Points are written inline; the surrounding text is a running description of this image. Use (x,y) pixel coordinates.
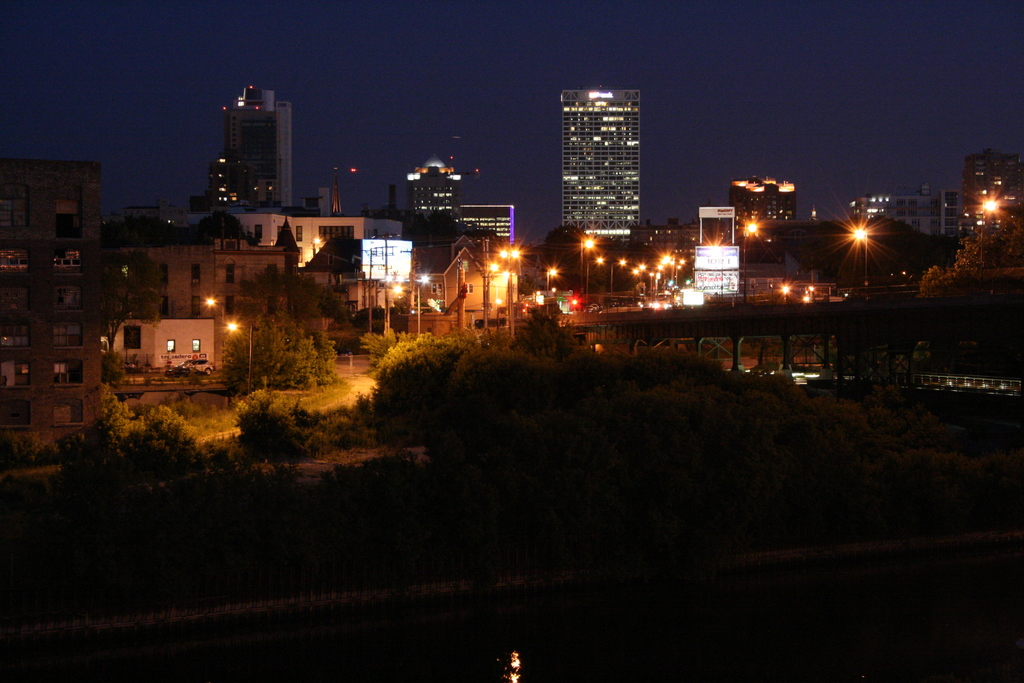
As we can see in the image there are buildings (236,256), lights (549,276), grass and trees (275,384). On the top (320,165) there is a sky (302,149).
